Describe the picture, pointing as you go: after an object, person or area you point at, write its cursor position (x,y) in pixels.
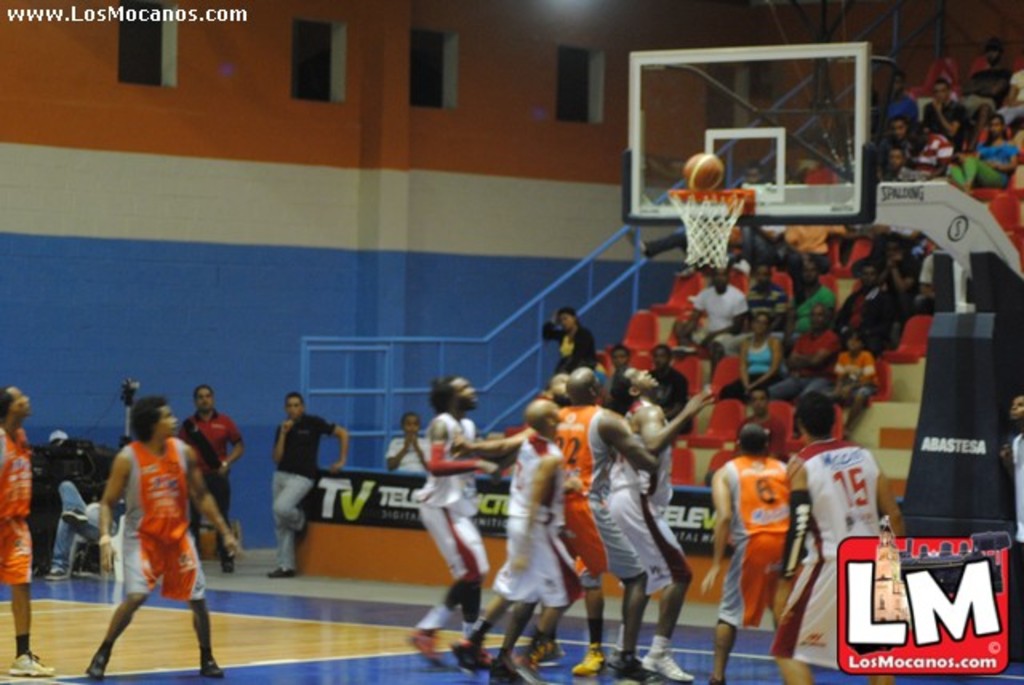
On the left side of the image (64,525) we can see one person (68,539) is sitting on a chair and two people (138,426) are standing in the court (111,606). In the middle of the image we can see the steps (400,373), some people (442,405) are playing basketball and some people (418,466) are sitting on the chairs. On the right side of the image (778,176) we can see a basket (697,226) and a ball (693,165), and some people (883,330) are sitting on chairs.
